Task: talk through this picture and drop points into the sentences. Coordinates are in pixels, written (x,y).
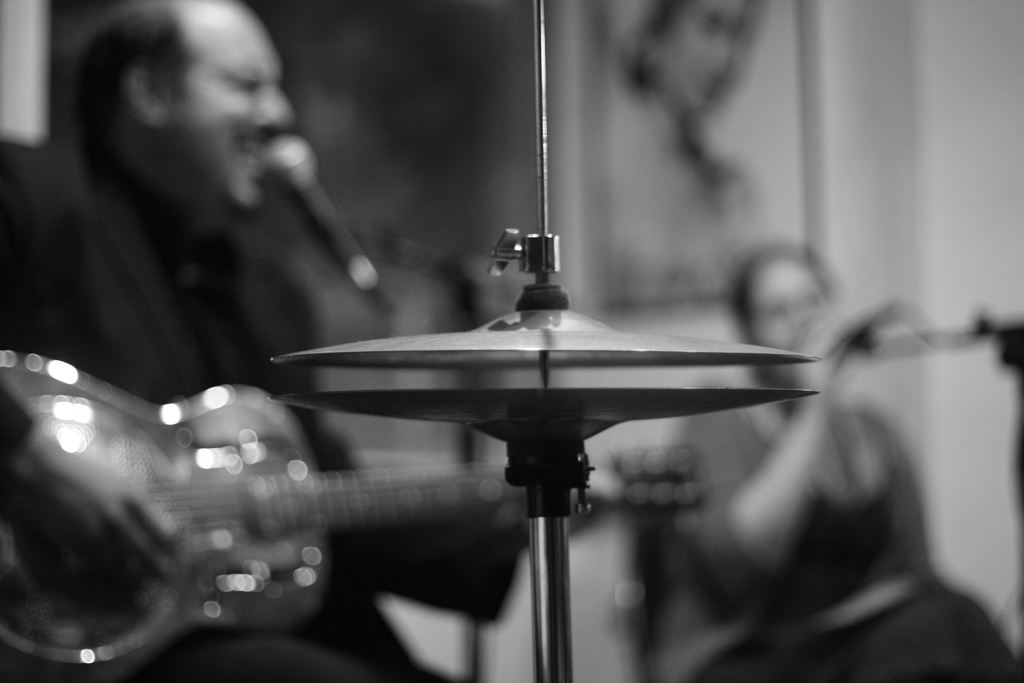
In the picture we can see a man (157,86) sitting and holding a guitar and singing a song in the microphone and beside the person (176,291) we can see another person (728,558) sitting and playing an instrument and in the background (944,23) we can see a wall (863,121) with a photo frame (642,54) and some person image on it.
